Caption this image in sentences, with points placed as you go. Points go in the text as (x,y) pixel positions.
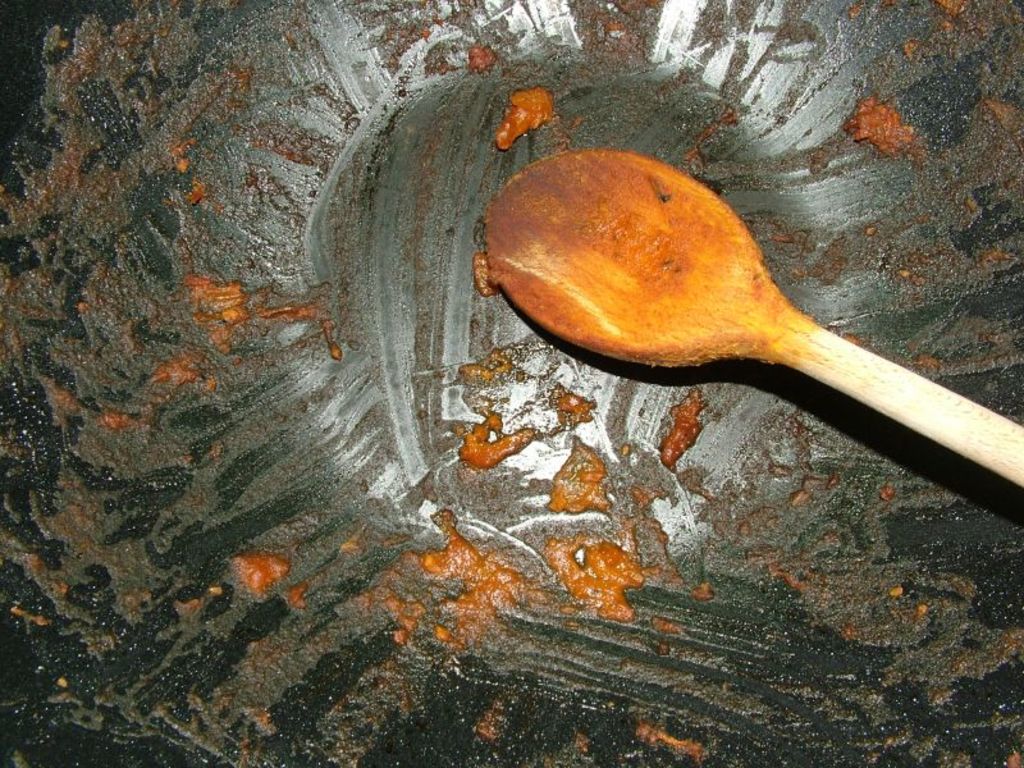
This picture looks like a bowl (467,312) and I can see a wooden serving spoon (719,333).
